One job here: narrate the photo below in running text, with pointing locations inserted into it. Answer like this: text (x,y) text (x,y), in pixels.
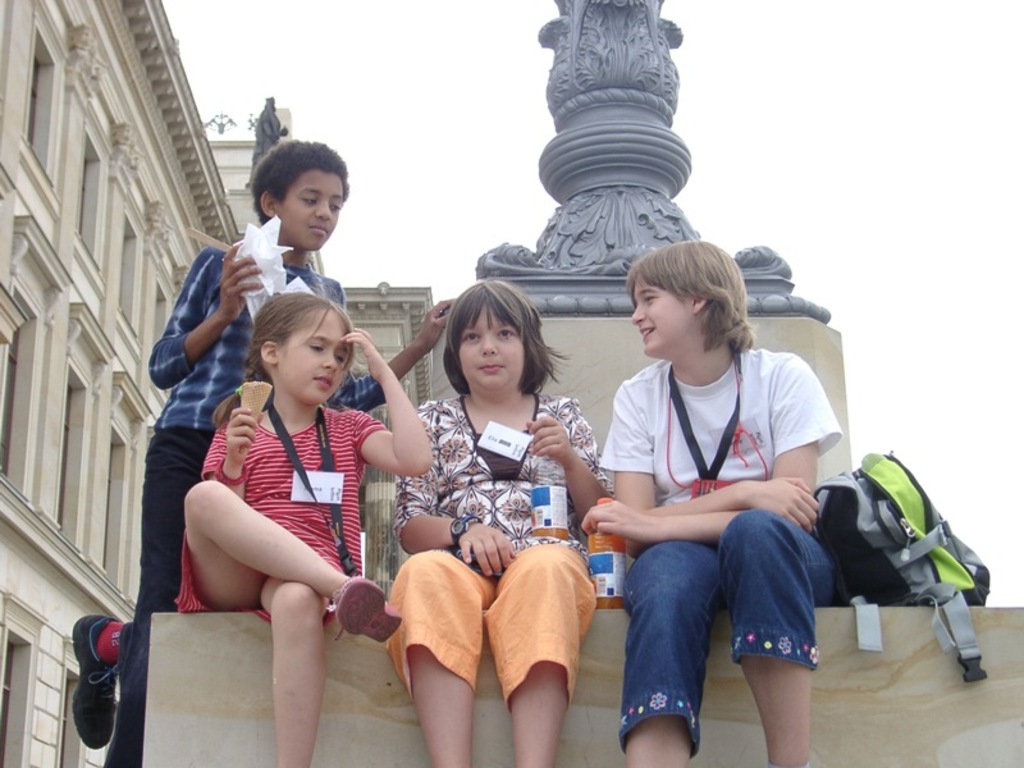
In the foreground of this image (593,750), there are three girls (653,715) sitting on the slab (238,614) of a statue (614,165). On the slab (250,620), there is a bottle (614,549) and a bag (936,547). One girl (323,539) is holding a cone (258,397) of an ice cream (242,394) and another girl (544,442) is holding a bottle (535,468). there is a boy (159,437) standing beside the slab (225,615) and holding tissues (280,261). On the left (150,244), there is a building (123,210) and on the top (829,108), there is the sky (851,106).
